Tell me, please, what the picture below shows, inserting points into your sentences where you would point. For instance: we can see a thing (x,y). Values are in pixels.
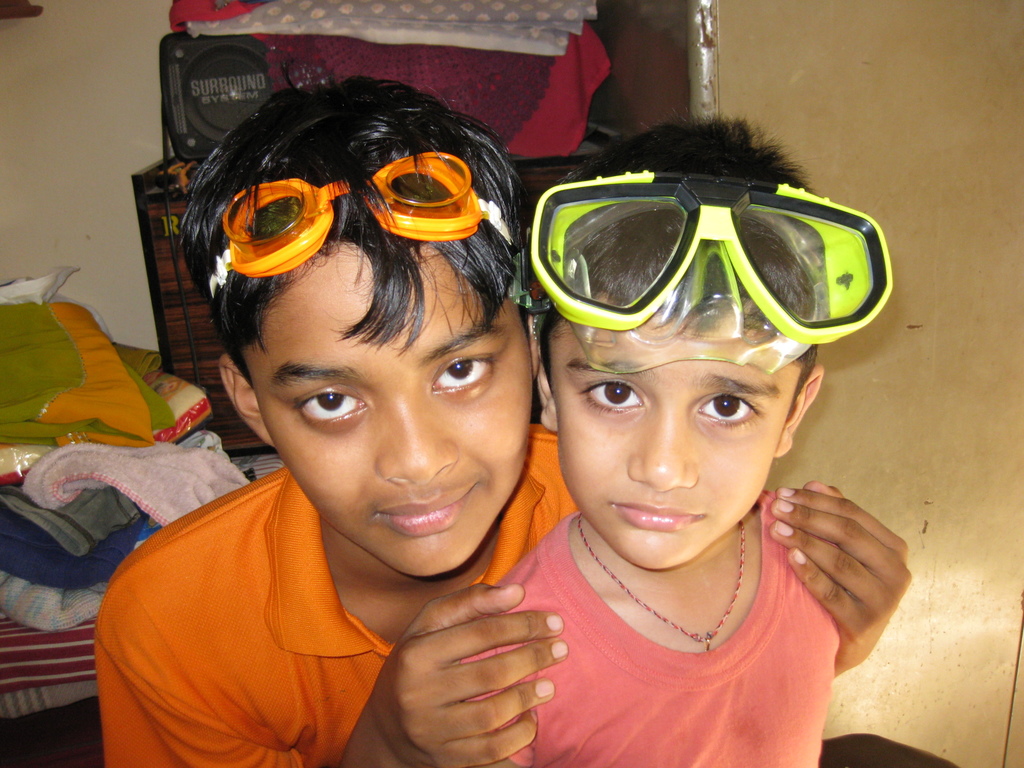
In this image I can see a two people (504,540). They are wearing red and orange color dress (527,577) and also wearing glasses (322,222). Background (431,38) I can see few clothes (77,350) and some objects (16,452). I can see a wall (70,81).
